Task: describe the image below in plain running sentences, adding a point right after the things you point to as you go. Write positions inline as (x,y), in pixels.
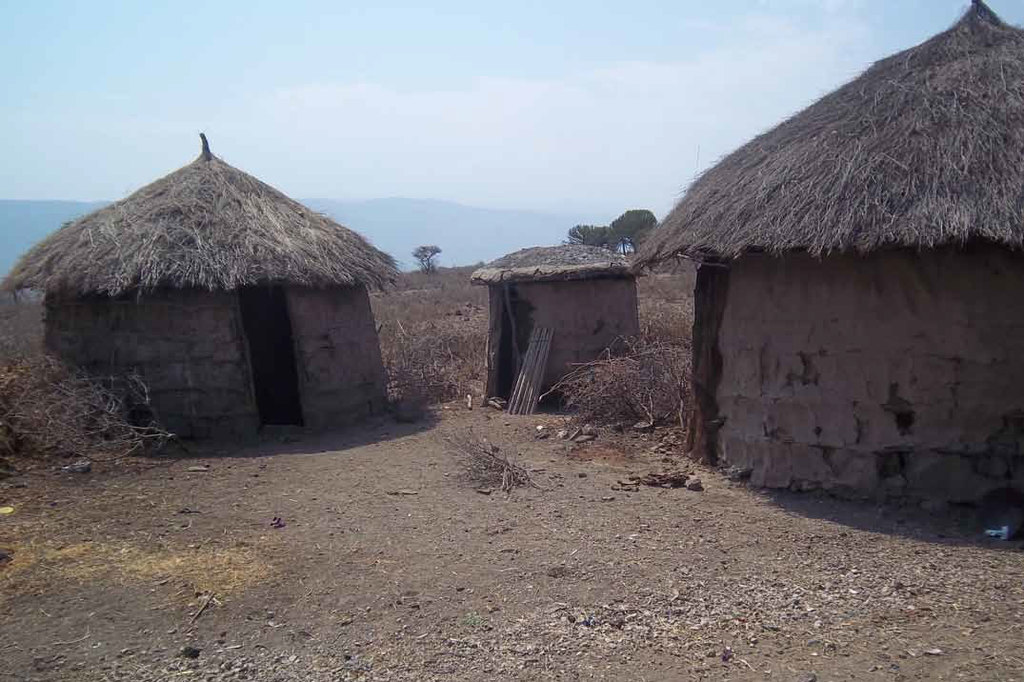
In this image we can see three small huts (613,310), some sticks (580,375) and one object (540,375) near to the hut (176,418). Backside of the hut (605,247) there are some trees (624,237), bushes (47,415) and grass (429,343). There are some mountains (42,227) and at the top (433,121) there is the sky (444,107).
